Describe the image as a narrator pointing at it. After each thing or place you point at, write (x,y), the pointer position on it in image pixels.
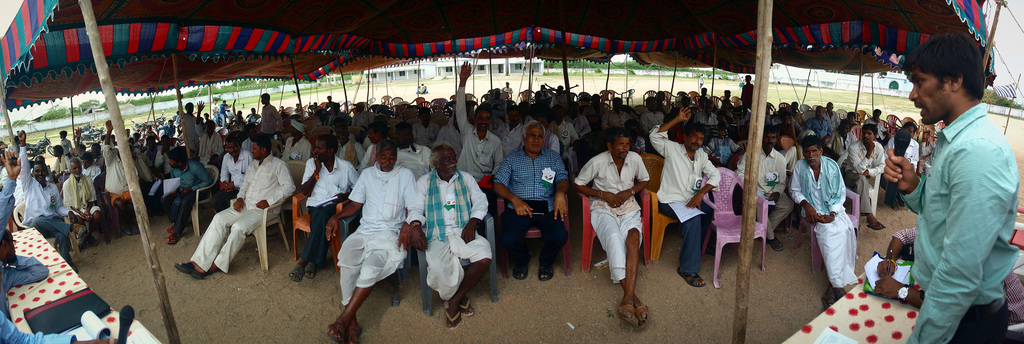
In this image we can see persons (473,148) sitting in the chairs (96,202) and a man (967,155) standing by holding a mic (897,161) in his hand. In the background (170,63) we can see tents (490,31), buildings (432,65), motor vehicles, tables (62,266), files (95,302), trees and sky (999,35).
